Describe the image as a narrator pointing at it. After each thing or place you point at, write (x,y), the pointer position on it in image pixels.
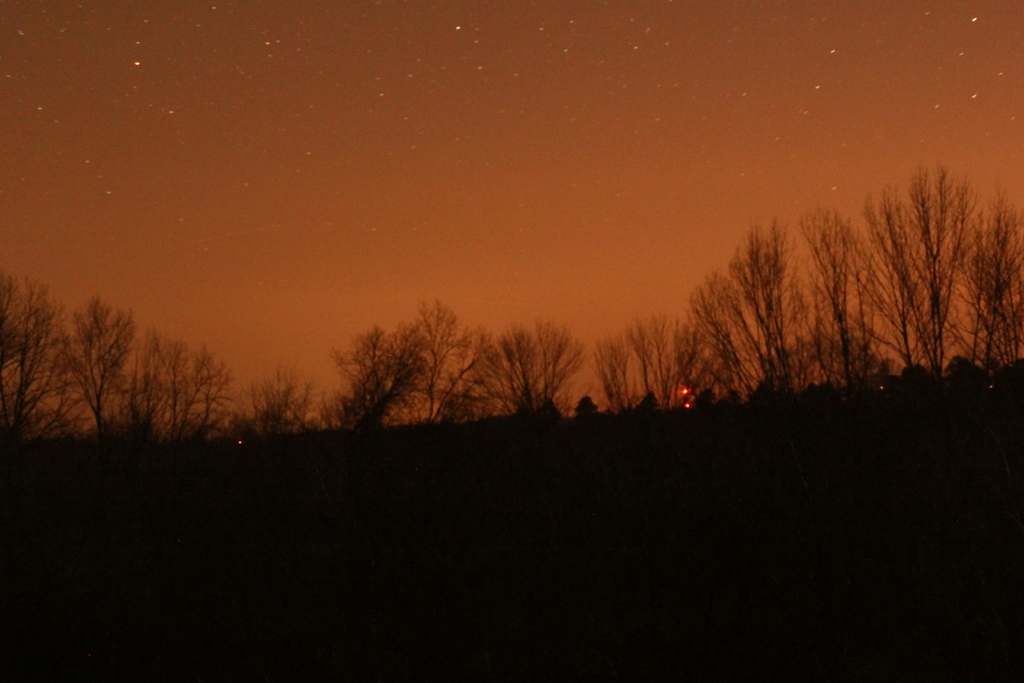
In this image there are plants (960,363) and trees (726,386). At the top (428,104) there is the sky (585,144). At the bottom (475,488) it is dark.
